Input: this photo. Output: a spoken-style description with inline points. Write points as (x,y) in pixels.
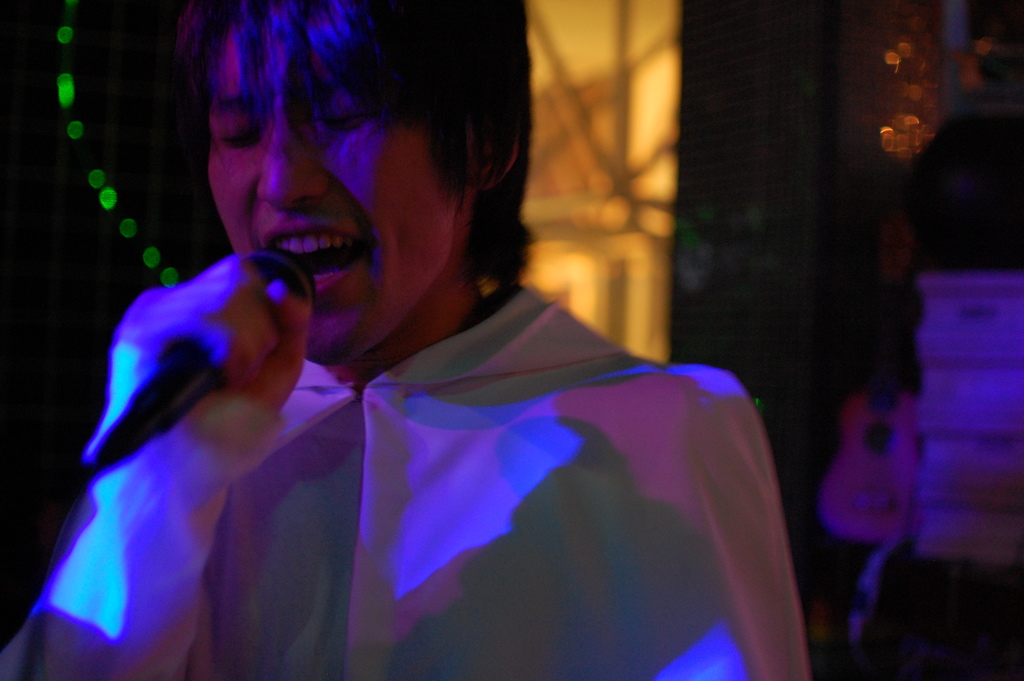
In this picture we can see a person (222,573) holding a mic (268,269) and singing and in the background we can see lights (644,128), guitar (865,530) and it is dark.
